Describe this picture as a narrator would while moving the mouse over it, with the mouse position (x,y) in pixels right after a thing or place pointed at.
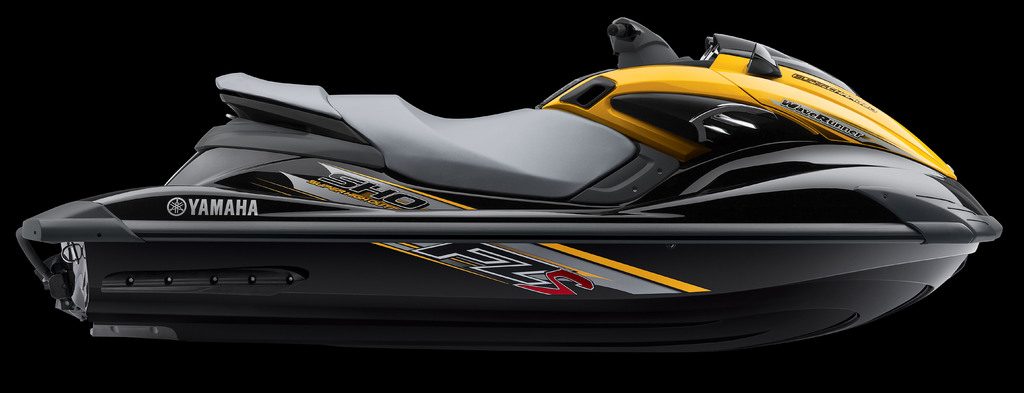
In this picture I can observe waverunner boat (391,207). The boat (489,184) is in black and yellow color. The background (256,35) is dark.
